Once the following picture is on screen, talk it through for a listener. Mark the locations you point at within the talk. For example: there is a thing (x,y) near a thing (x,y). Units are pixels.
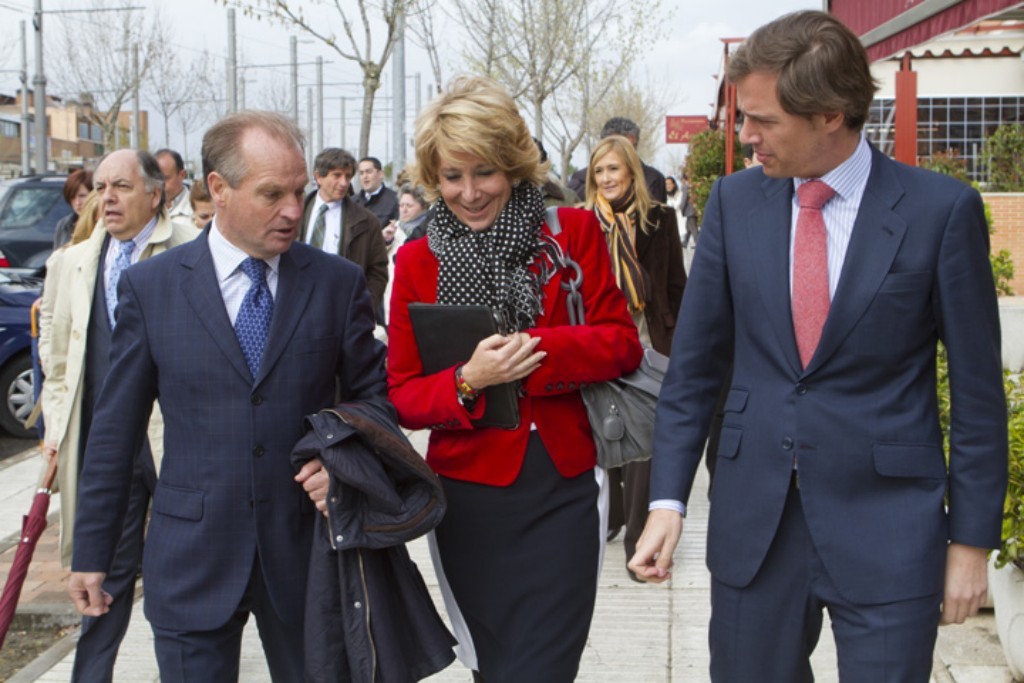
In this image in the foreground (569,305) there are two men (288,206) and one woman (471,477) walking, and one woman (417,290) is holding a book (460,330) and wearing a bag (623,378) and man (262,427) is holding a jacket (344,451). And in the background (334,177) there are group of people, trees (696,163), poles (43,131) and some wires (161,42), plants (704,192) and some boards (696,125). On the board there is text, and at the bottom (147,626) there is a walkway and at the top (596,28) there is sky (600,28).
